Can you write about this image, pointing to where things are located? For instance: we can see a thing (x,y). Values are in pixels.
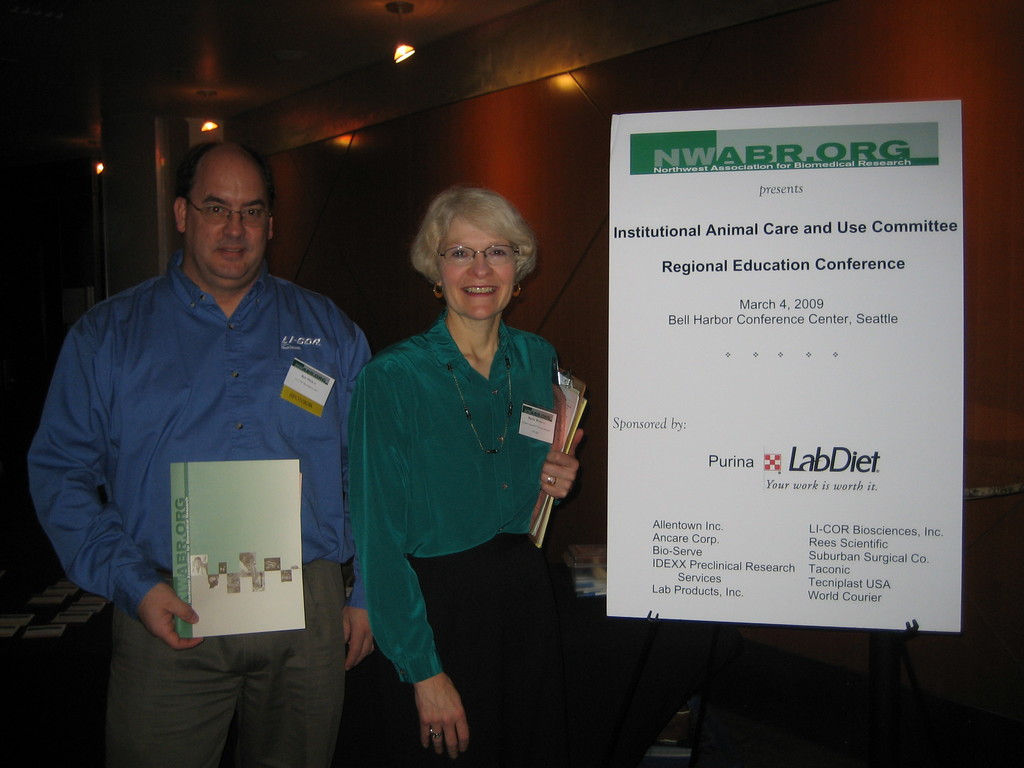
In this picture there is a man (261,261) and a woman (502,420) on the left side of the image (259,436), by holding the books (559,448) in their hands (561,468) and there is a poster (691,342) on the right side of the image (772,317) and there are lamps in the background area of the image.
